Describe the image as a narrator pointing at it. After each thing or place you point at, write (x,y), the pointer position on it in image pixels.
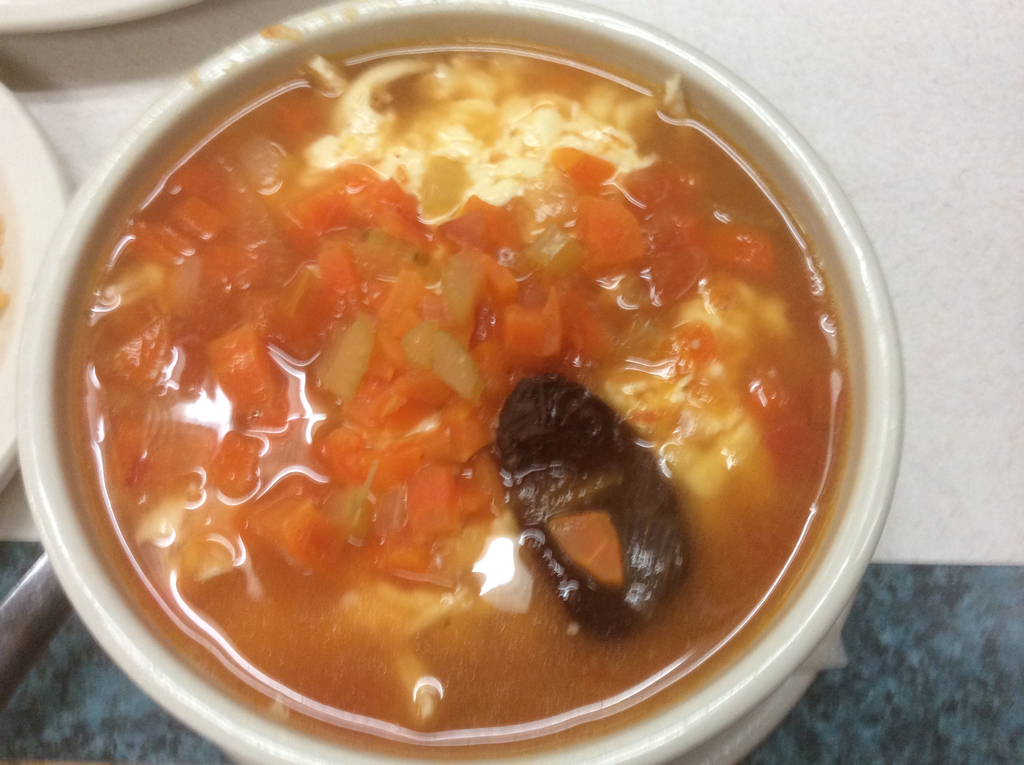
In this image I can see a bowl (885,457) which is white in color and in it I can see a food item (775,332) which is cream, red and black in color. I can see a spoon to the left side of the image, two white colored plates (16,203) and I can see a white and blue colored surface (940,618) in the background (915,680).
